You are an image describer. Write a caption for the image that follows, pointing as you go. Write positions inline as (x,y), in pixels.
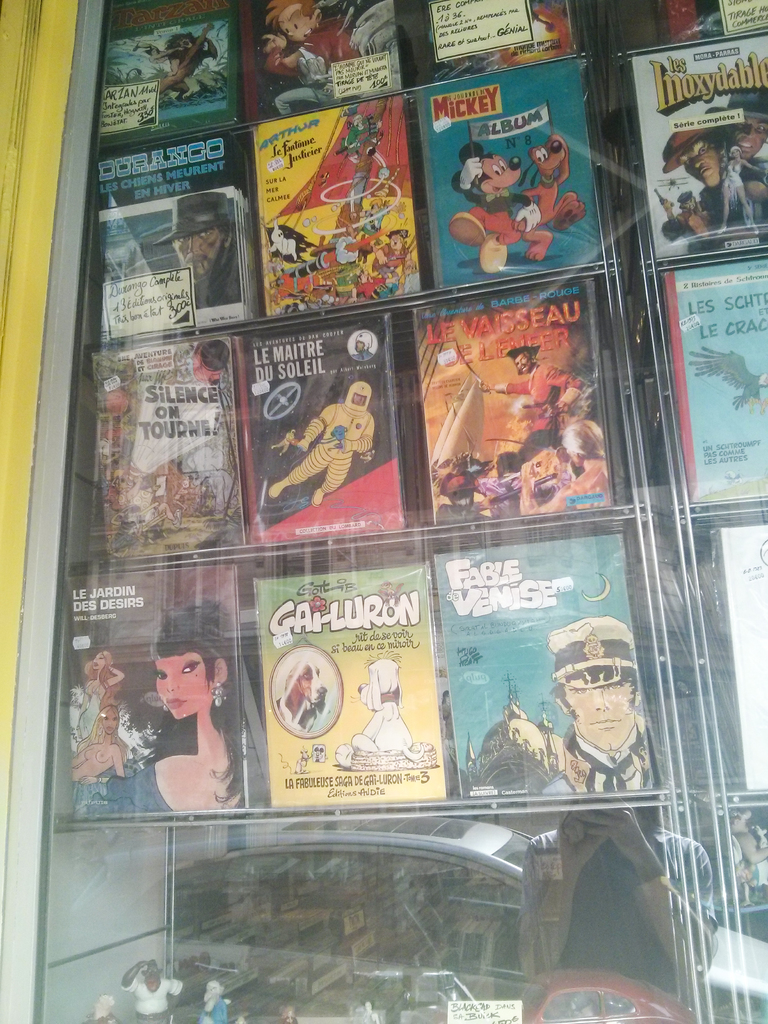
In this image we can see books (474,453) arranged in the racks (437,553) and the reflections (643,935) of woman (629,817) standing and a motor vehicle (448,902) on the road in the mirror (431,899).
